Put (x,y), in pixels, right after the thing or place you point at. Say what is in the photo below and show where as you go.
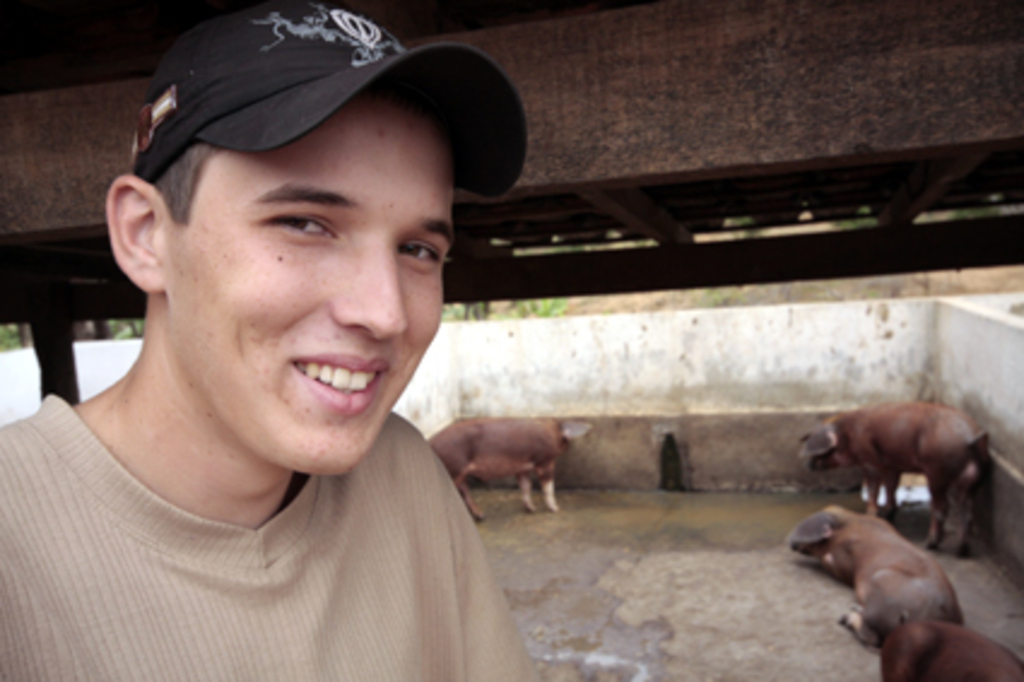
In this image, we can see a person (238,559) wearing clothes (238,559) and cap (250,95). There are animals (915,443) beside the wall (783,347).
